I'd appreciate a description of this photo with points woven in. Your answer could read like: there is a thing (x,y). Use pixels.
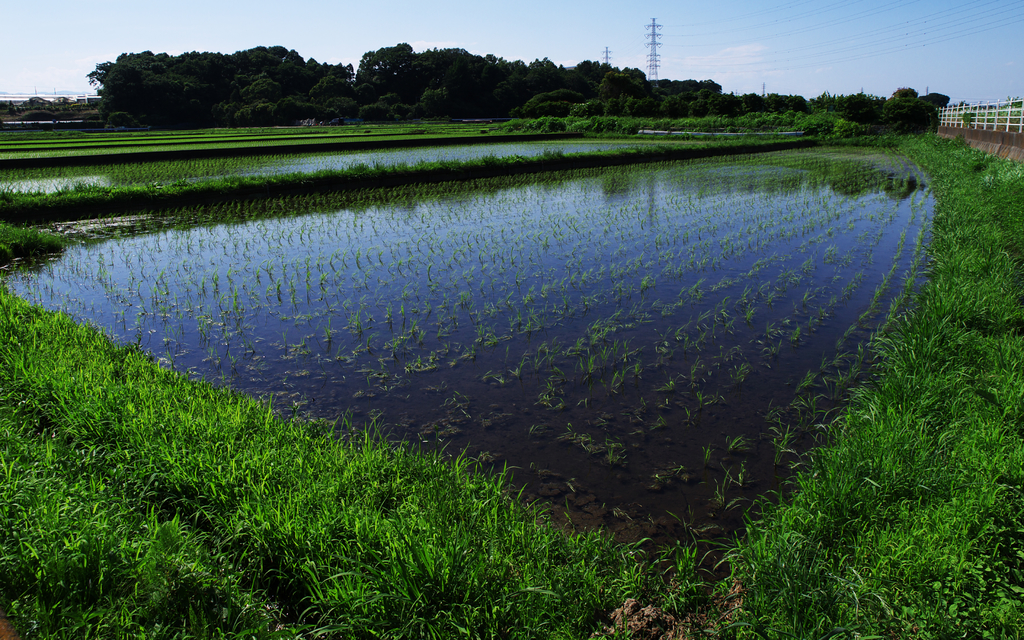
In this image we can see farmland (456,130), water (660,447), trees (235,102), fence (956,128), towers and the sky (795,31) in the background (795,31).
